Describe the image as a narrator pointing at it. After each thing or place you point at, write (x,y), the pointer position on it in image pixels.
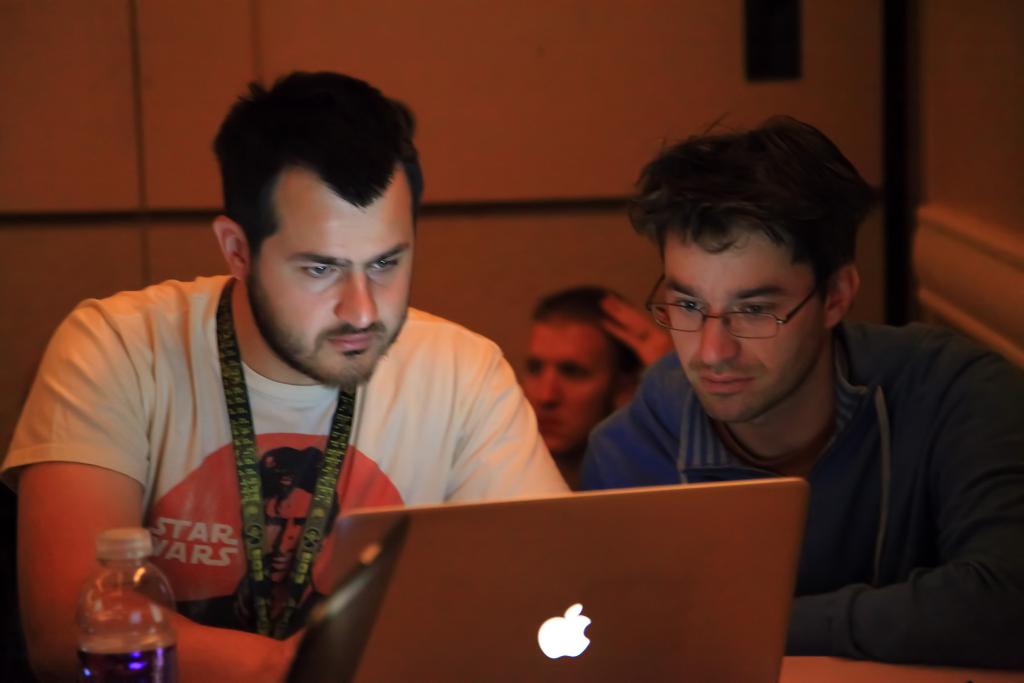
In this image, 3 peoples (618,471) are there. Few (366,397) are seeing a laptop (487,577). There is an another laptop (331,638) at the bottom (134,625), bottle (134,625). Back Side, we can see a wall (569,132).
